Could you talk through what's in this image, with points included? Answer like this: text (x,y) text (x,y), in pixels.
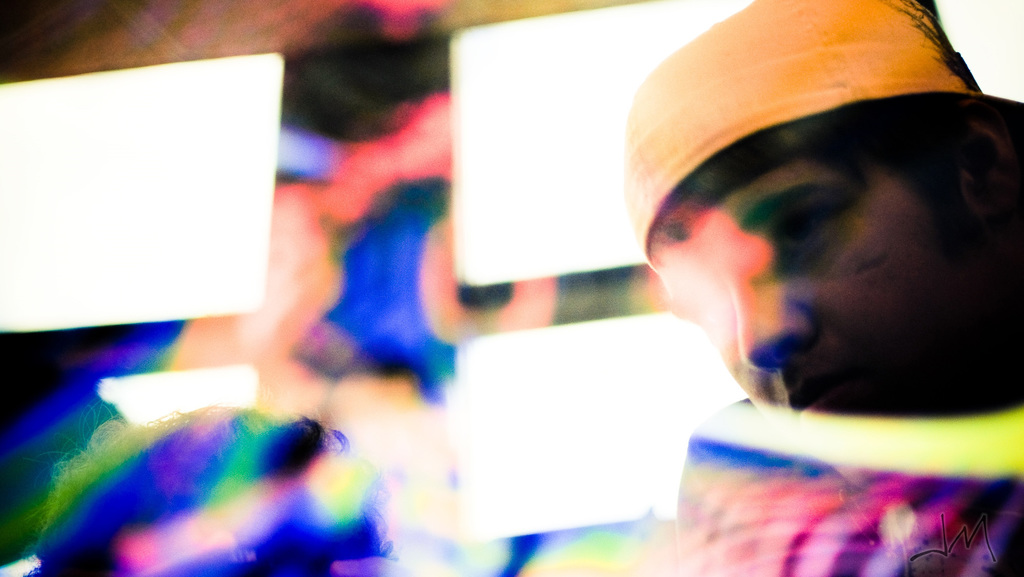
On the right side of the picture (815,153) we can see a person's face (859,293). Remaining portion of the picture is colorful.
